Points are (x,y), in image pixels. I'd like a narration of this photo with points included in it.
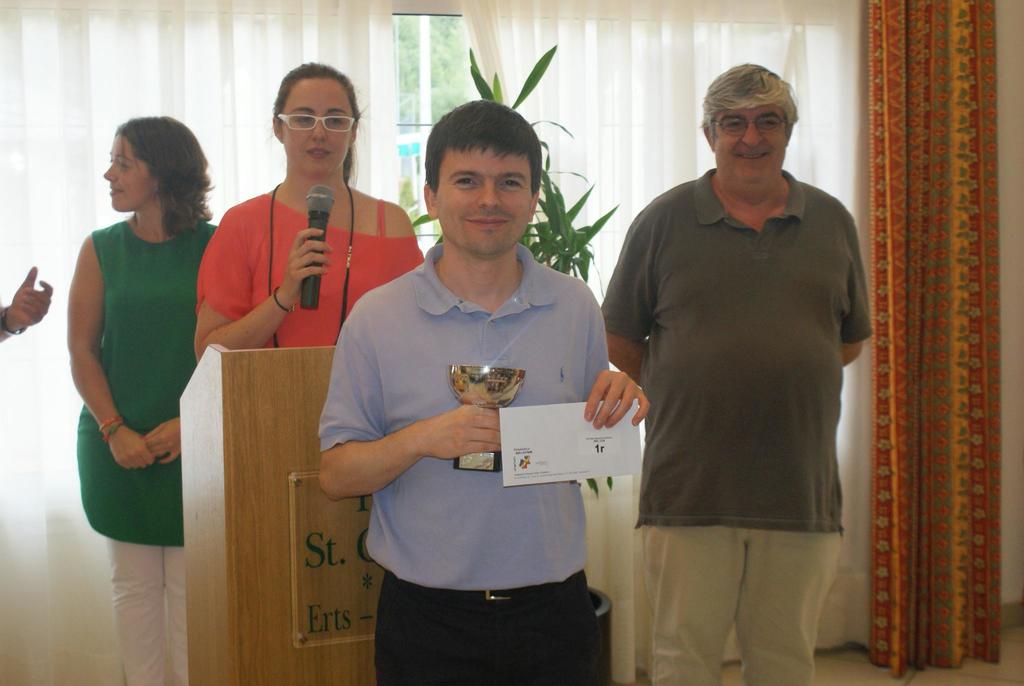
In this image I can see few people (284,345) are standing and in the front (343,459) I can see one man (478,307) is holding a cup (505,369) and a white colour thing (571,478). In the background (301,355) I can see a podium (289,350) and behind it I can see a woman (288,227) is holding a mic (320,189). I can also see few curtains (496,57) and a plant (541,246) in the background (636,155). On this podium (197,524) I can see something is written.
